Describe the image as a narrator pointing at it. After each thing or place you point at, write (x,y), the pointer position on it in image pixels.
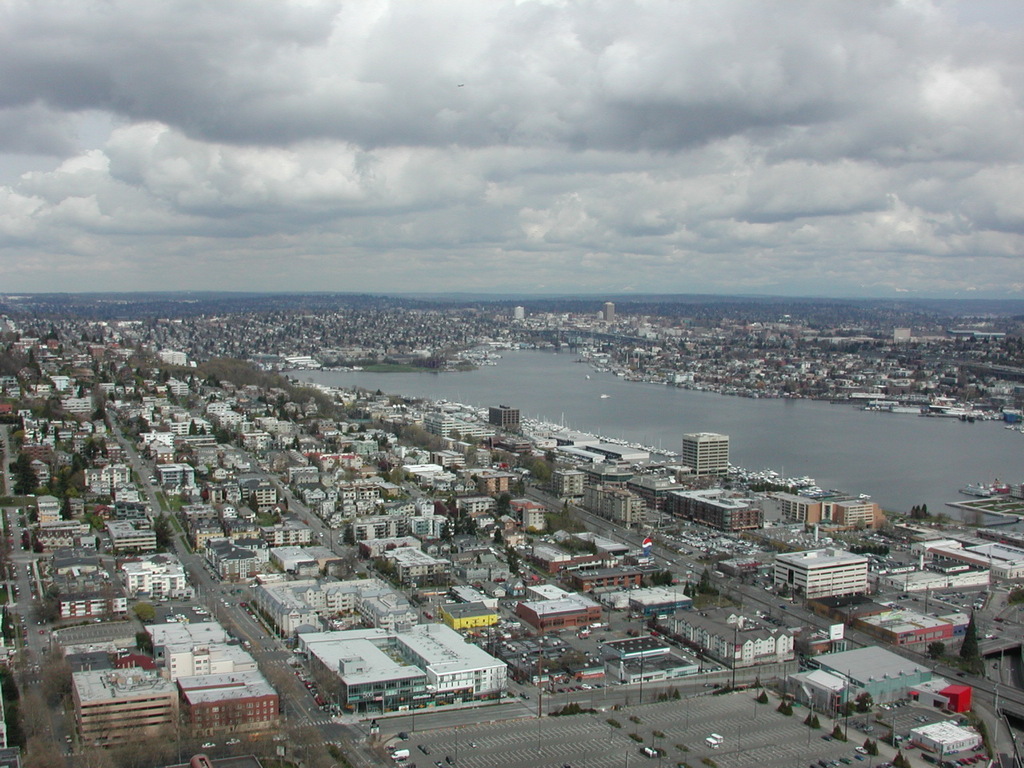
This is the top view of the image where we can see buildings (522,614), roads (360,726), trees (857,708), water (736,451) and sky (439,121) with clouds (577,264).
